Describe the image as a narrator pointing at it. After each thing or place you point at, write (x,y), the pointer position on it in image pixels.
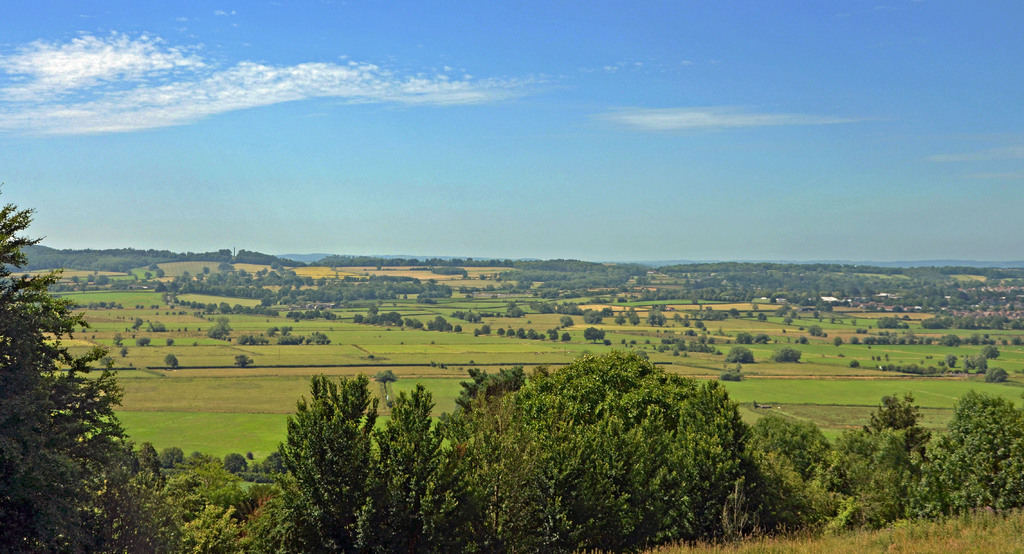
This image is taken outdoors. At the top of the image (156,120) there is the sky (753,114) with clouds (66,53). In the middle of the image (459,357) there is a ground (571,345) with grass (822,339) on it. There are many trees (768,284) and plants (294,477) that leaves (31,365), stems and branches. There are a few houses (835,299).
